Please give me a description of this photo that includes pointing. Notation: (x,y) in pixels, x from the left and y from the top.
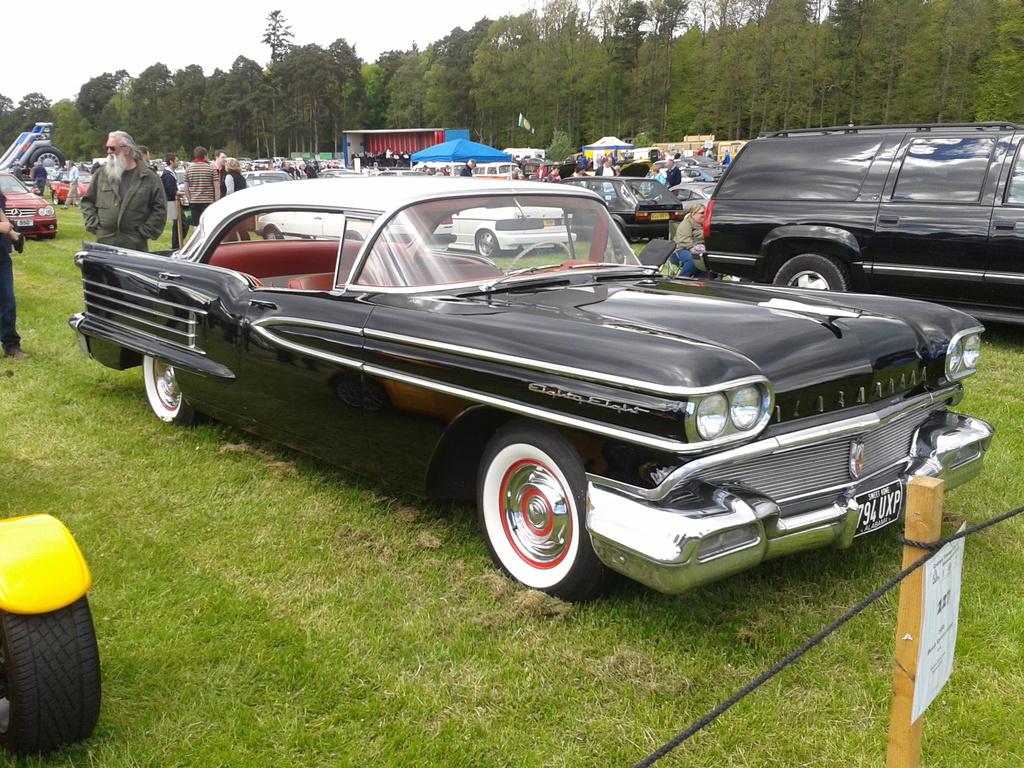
In this image there are few cars (624,410) parked on the surface (426,534) of the grass (373,553) and there are a few people (77,174) standing. In the background (660,141) there are few stalls (349,141), trees (435,98) and the sky (172,47).
